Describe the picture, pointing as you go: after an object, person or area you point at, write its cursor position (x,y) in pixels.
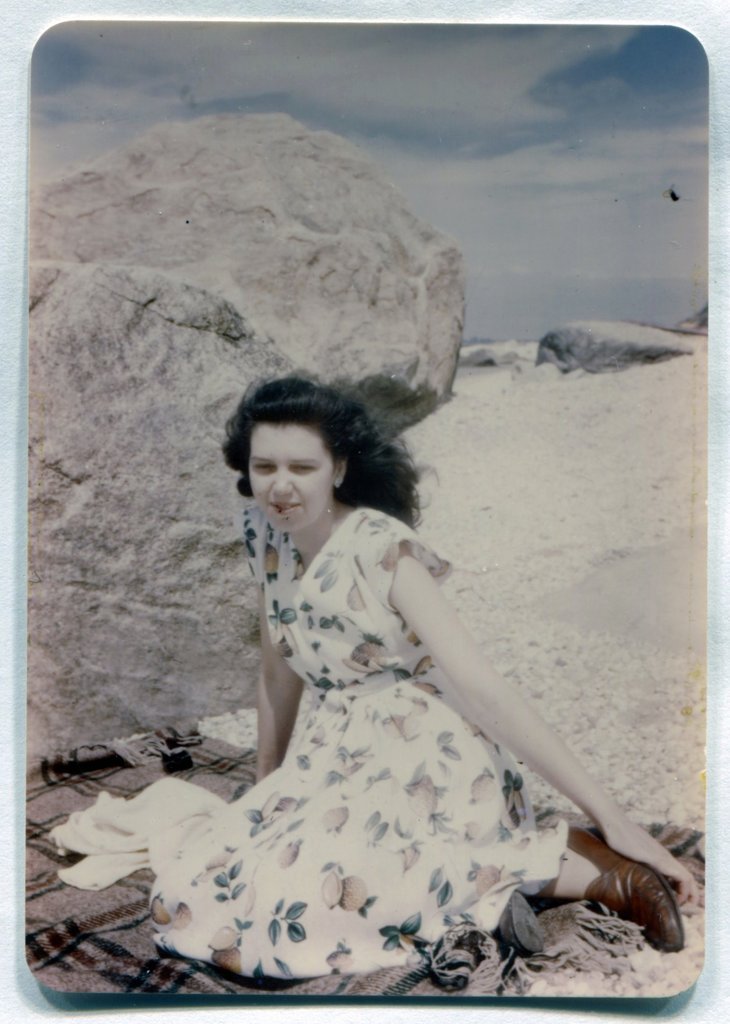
In this image I can see a woman (269,710) sitting. At the bottom (94,945) I can see the cloth (85,938). On the right side (580,504), I can see the sand (575,531). On the left side (121,339) I can see the stones (191,324). In the background (450,158), I can see the clouds (511,94) in the sky (464,94).
